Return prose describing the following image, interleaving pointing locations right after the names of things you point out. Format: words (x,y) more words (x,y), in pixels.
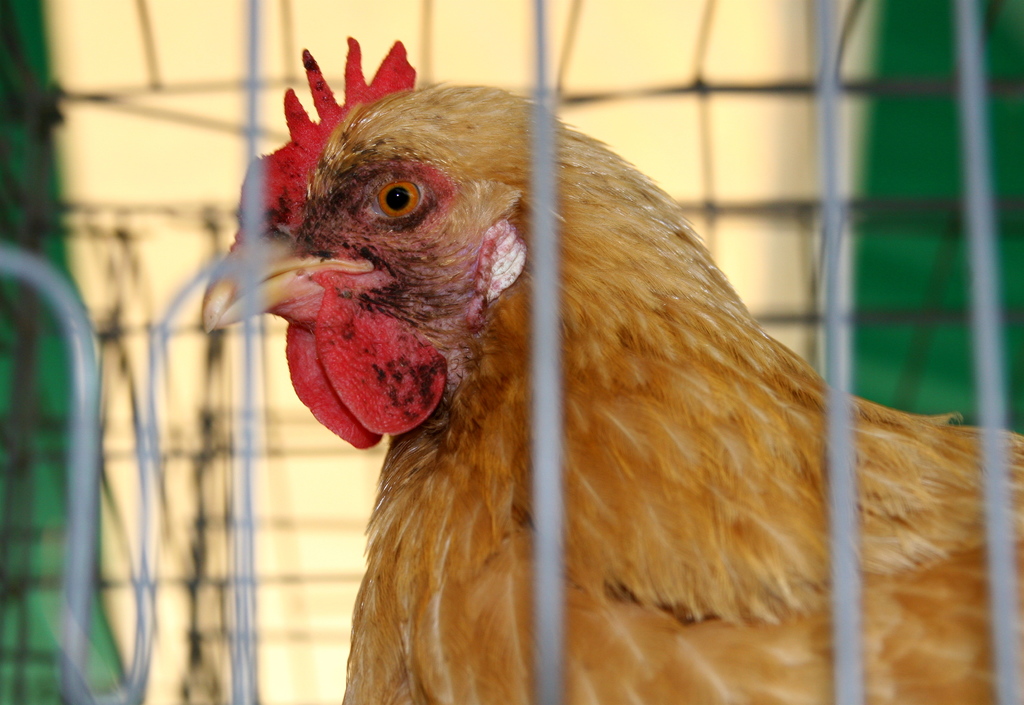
There is a brown color hen (629,408) in a cage (991,256). In the background (302,414), there is a yellow color wall (132,150) and green color sheet (917,157).
